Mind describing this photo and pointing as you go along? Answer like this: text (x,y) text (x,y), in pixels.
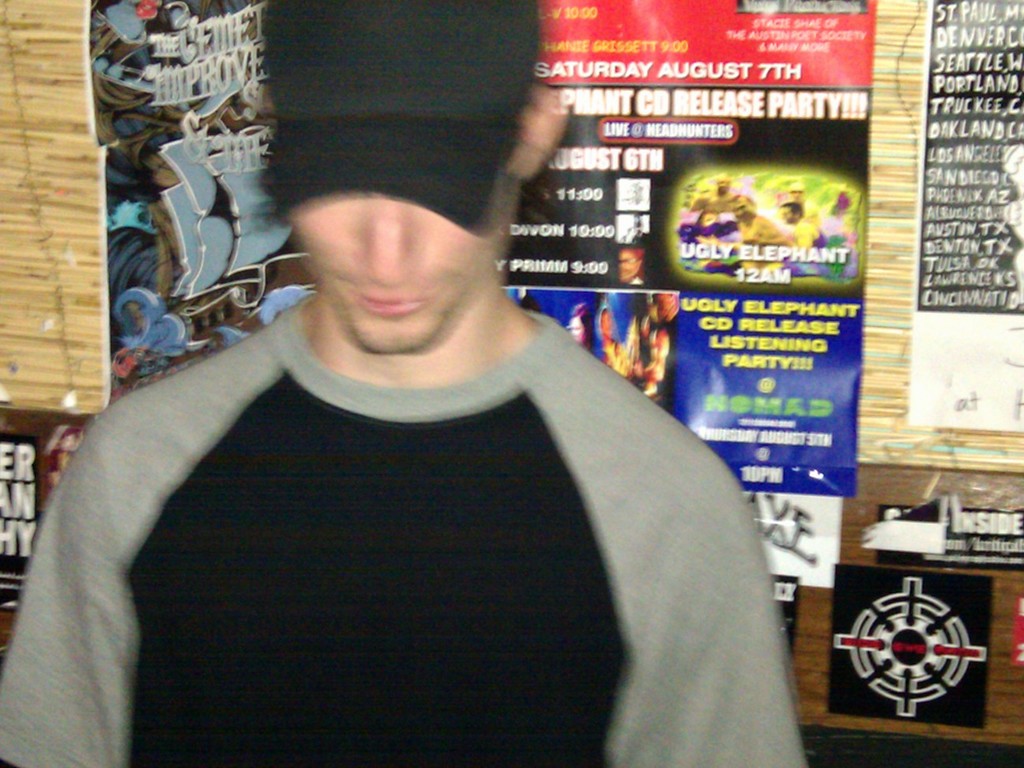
In this image I can see a person (304,340) with cap (372,154). In the background (642,176) there are posters (642,176) attached to the wall (38,166).
